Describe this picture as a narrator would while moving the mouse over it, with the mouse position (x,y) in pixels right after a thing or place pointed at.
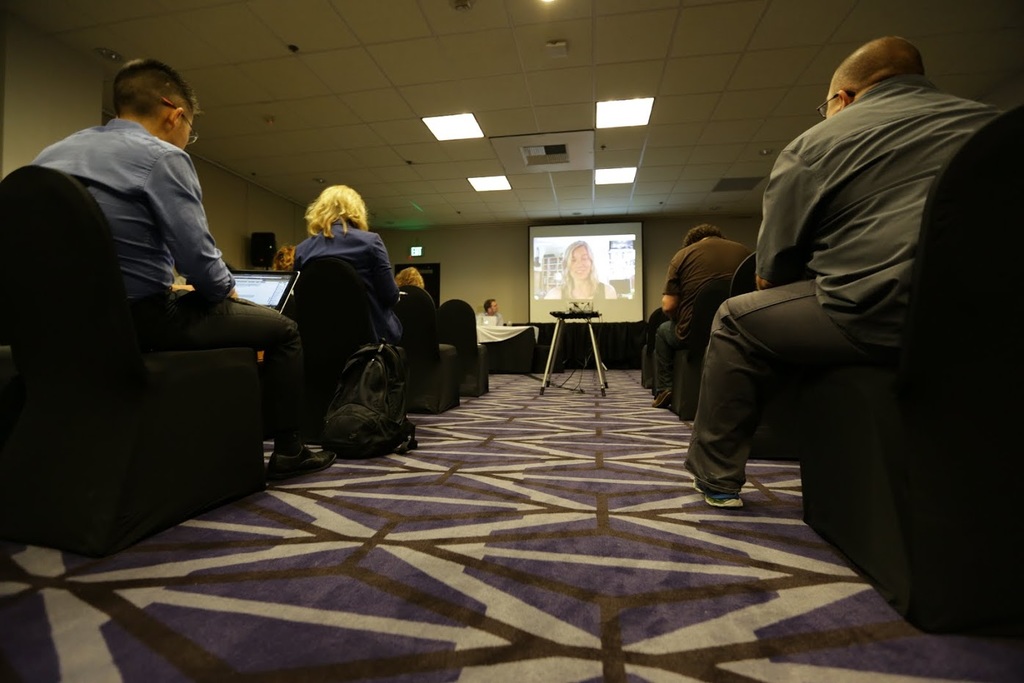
Some people (171,230) are sitting in chairs (112,363). They are in a conference hall (467,224). There is screen (539,319) in the center (607,243) with a clip (558,259) playing on it.
